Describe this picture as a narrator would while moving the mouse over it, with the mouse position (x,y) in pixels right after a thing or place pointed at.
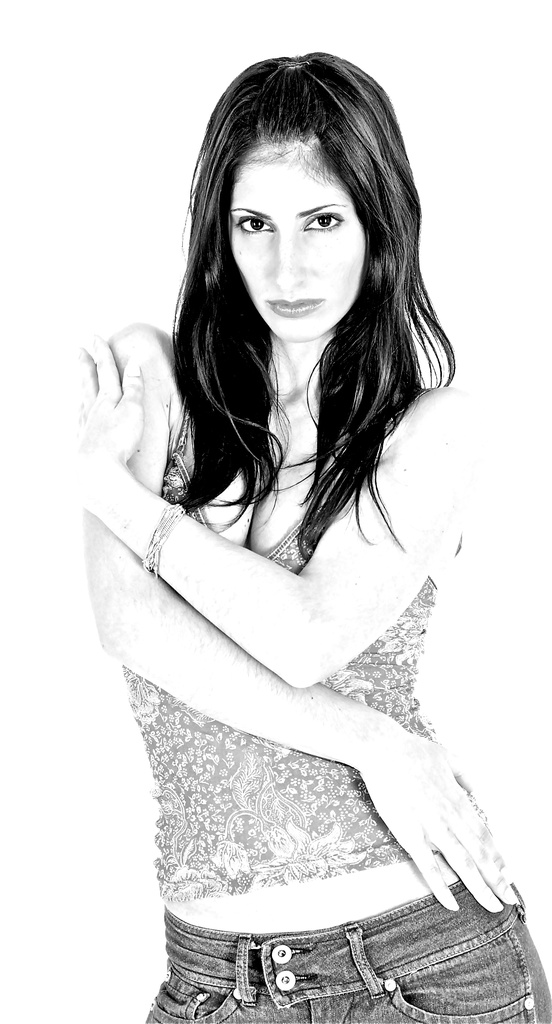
In the image a woman (200,334) is standing and watching.
